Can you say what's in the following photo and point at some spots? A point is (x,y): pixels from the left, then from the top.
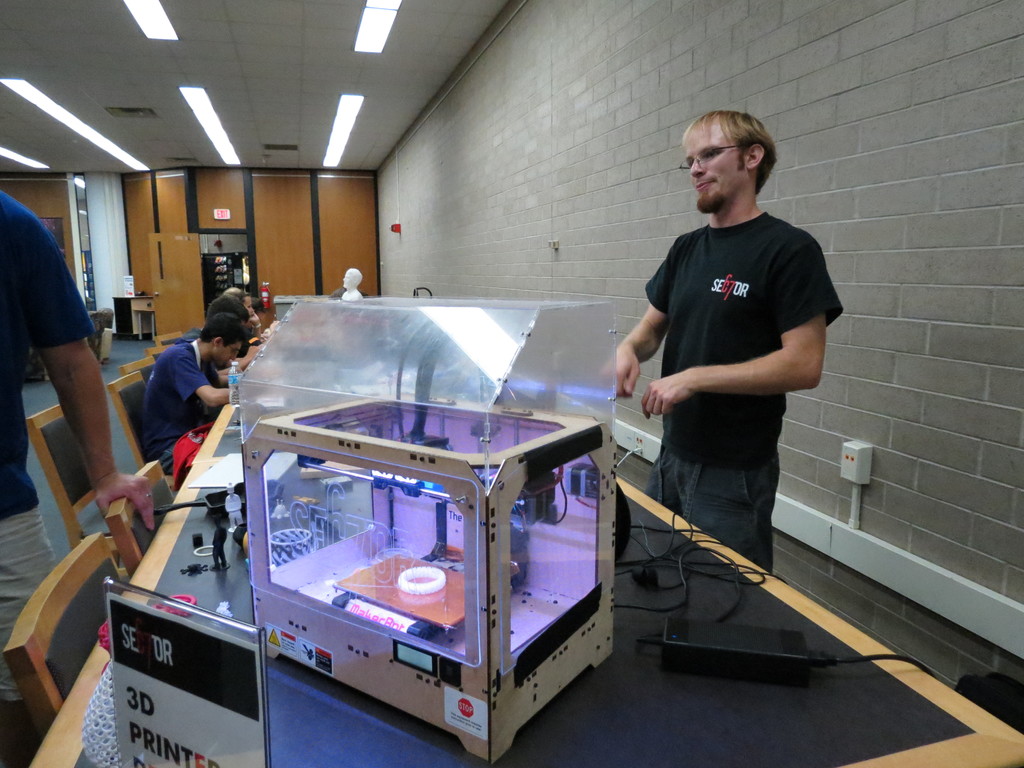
In this image we can see many people (213,336). There are few lights (379,47) attached to the roof (258,98). There are many objects (378,477) placed on the table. There is an object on the wall (864,349). There are two persons (40,350) standing in the image.
